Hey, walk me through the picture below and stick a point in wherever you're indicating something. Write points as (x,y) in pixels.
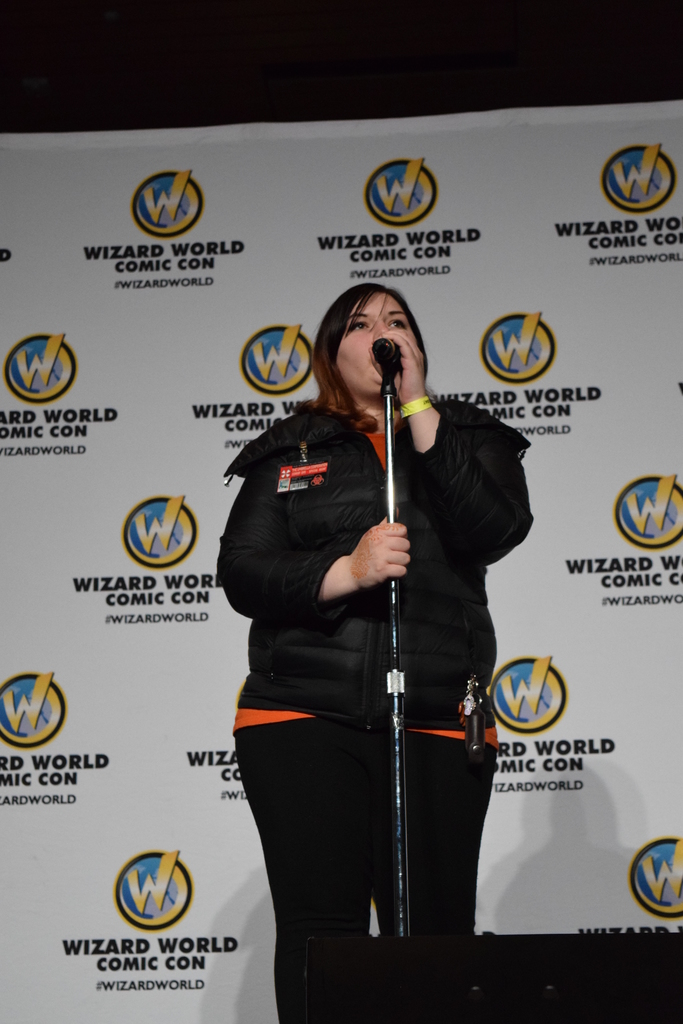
In this picture we can see a woman (379,550), microphone (386,377) and a banner (181,788) in the background (657,315).
